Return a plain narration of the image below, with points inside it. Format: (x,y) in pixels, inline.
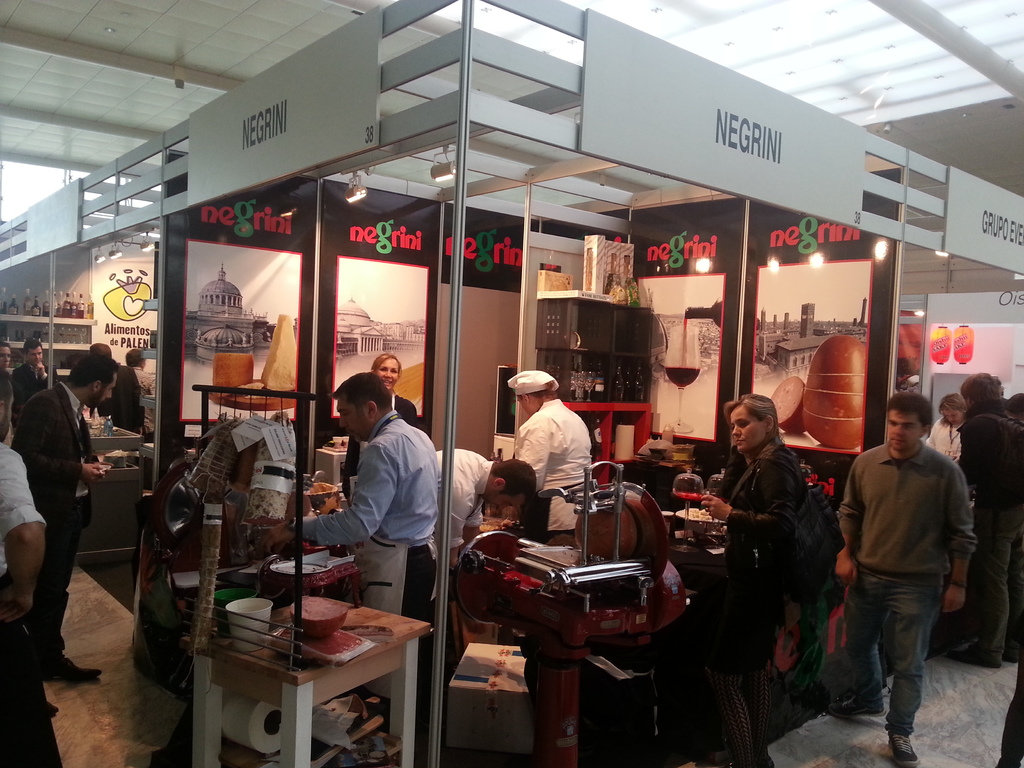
Here we can see people (125,381) standing in front of a booth (600,448) and we can see food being prepared and there are tables (353,623) present.
